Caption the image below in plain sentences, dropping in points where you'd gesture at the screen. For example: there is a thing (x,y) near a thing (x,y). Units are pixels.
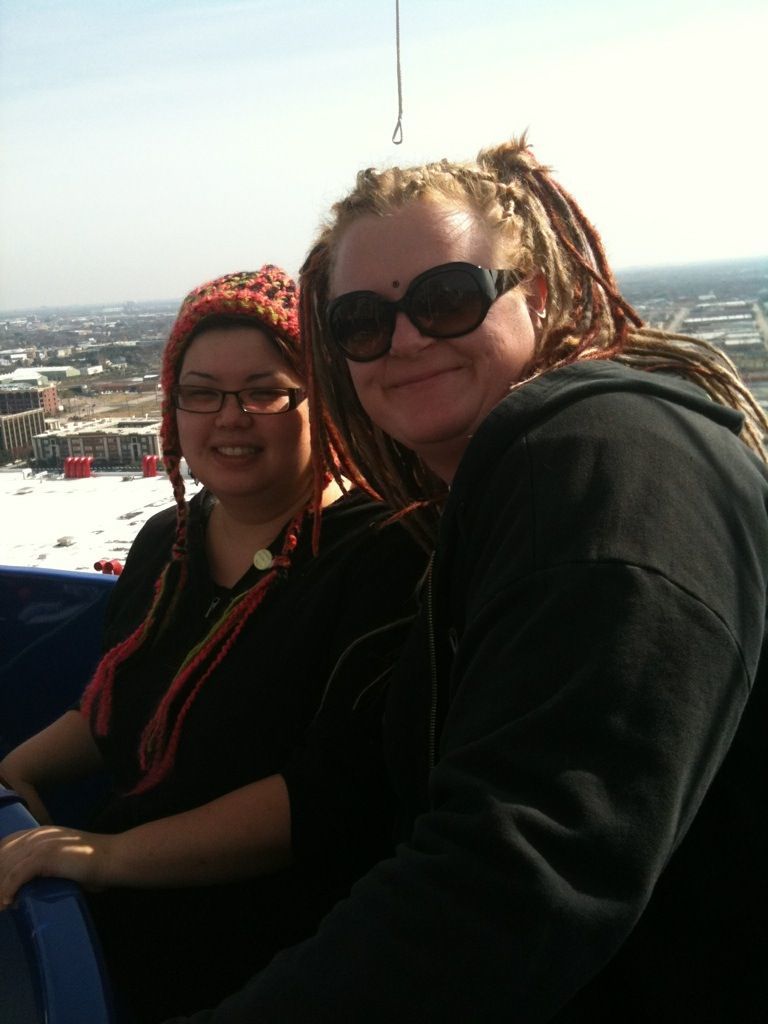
In this image I can see two people (352,749) with black color dresses (411,649). In the background (102,510) I can see the buildings (33,433) and sheds (135,472). I can also see the clouds (366,149) and the sky (376,138).
